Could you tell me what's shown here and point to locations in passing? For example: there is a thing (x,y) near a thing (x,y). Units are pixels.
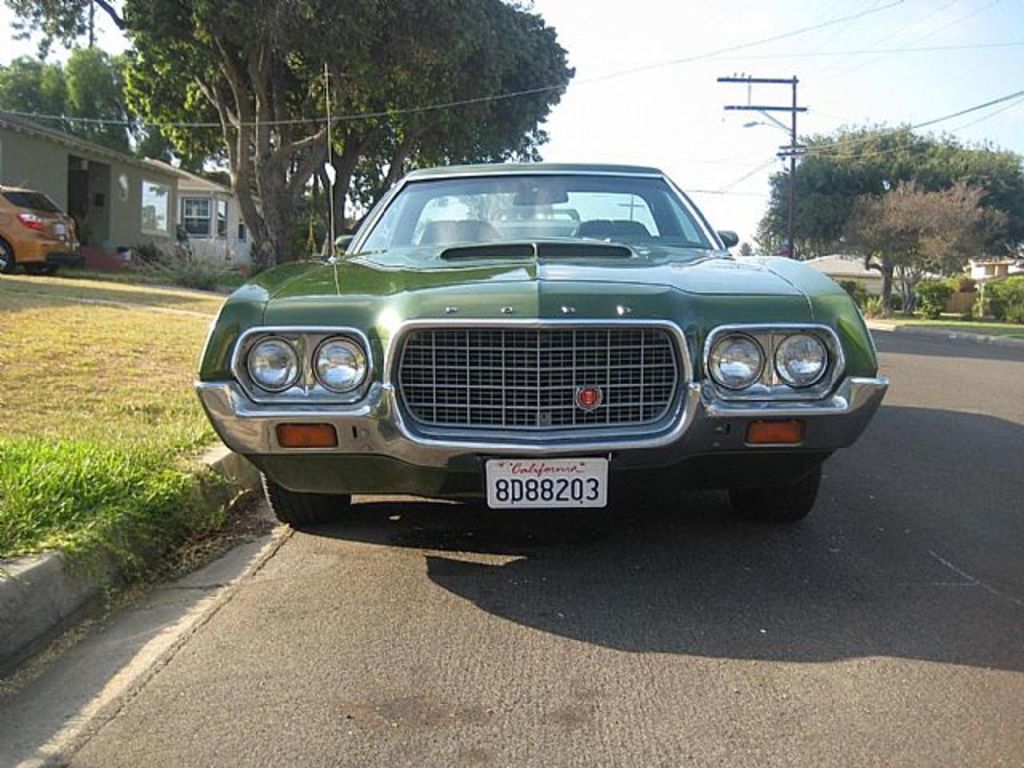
As we can see in the image there is grass (91,368), cars (321,324), houses (121,203), trees (398,154), plants (923,302), current pole (791,191) and at the top (733,34) there is sky (1013,13).
